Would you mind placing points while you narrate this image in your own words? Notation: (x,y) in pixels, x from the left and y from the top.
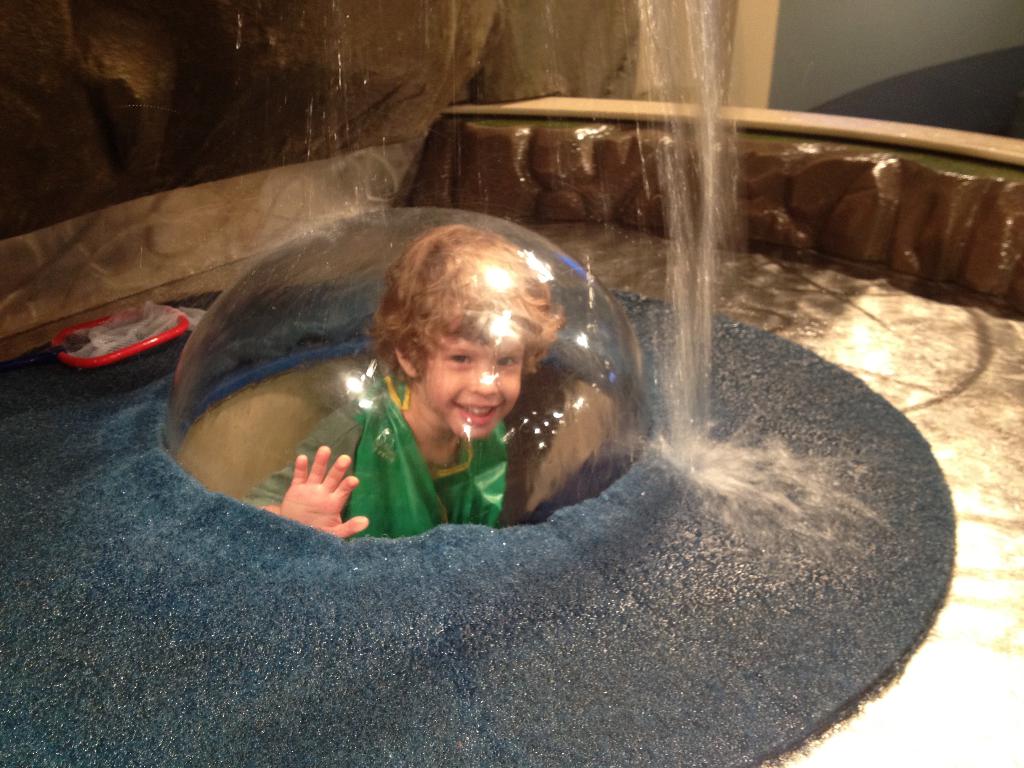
In this image I can see a person (427,428) wearing green colored dress (403,467) and a blue colored carpet (624,618) on the cream colored surface (814,336). I can see water (700,352) falling on the carpet (687,515) and a transparent glass (583,379) on the person (460,379). In the background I can see the brown colored surface (457,167) and a red colored object (119,339).
